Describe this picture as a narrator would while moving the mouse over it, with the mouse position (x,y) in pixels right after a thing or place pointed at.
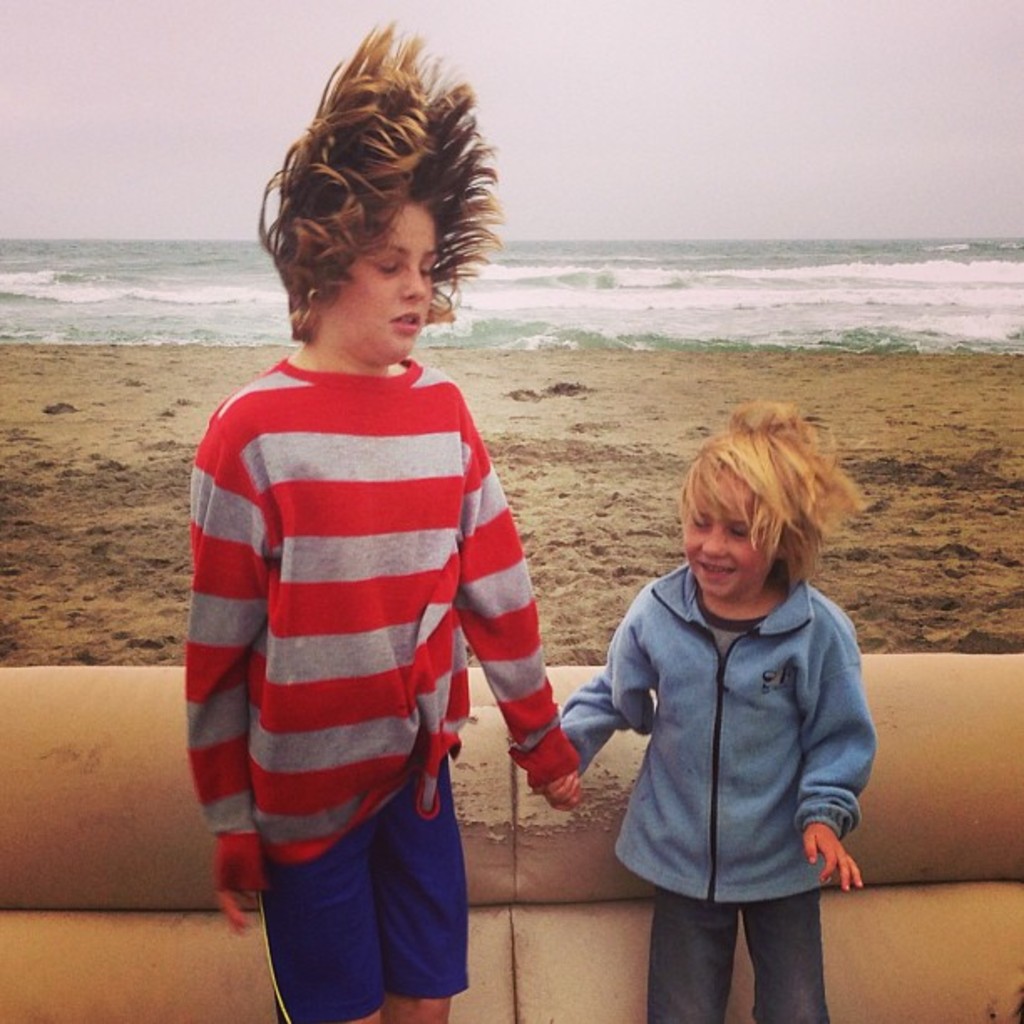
Here we can see two persons (415,877) are standing at the pipes (603,996). In the background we can see the sand (568,641), water (895,329) and sky (584,218).
